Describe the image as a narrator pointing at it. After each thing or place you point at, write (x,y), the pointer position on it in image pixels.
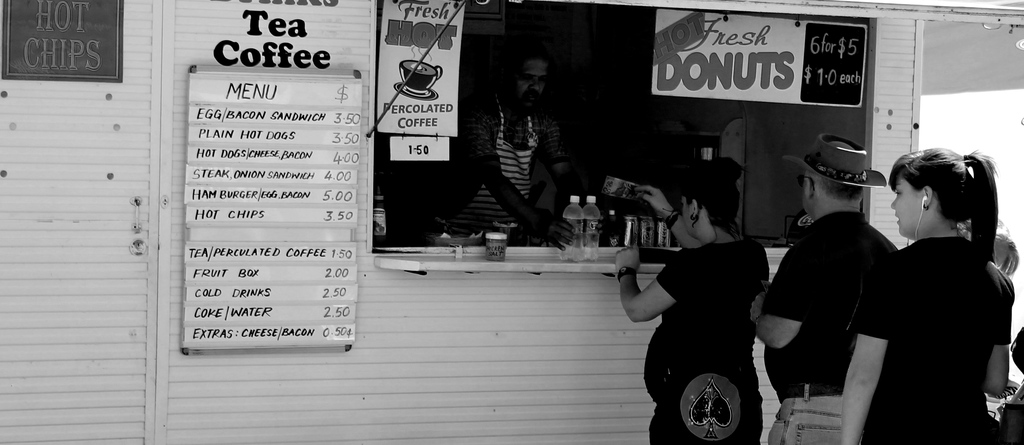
This picture consists of shop (620,51), in front of shop (671,72) I can see few person (703,198) and in the shop (397,178) I can see person (522,187) and glass (590,211) and hoarding board (784,79) and menu card (243,166) attached to the wall (209,26) of the shop (161,159).
